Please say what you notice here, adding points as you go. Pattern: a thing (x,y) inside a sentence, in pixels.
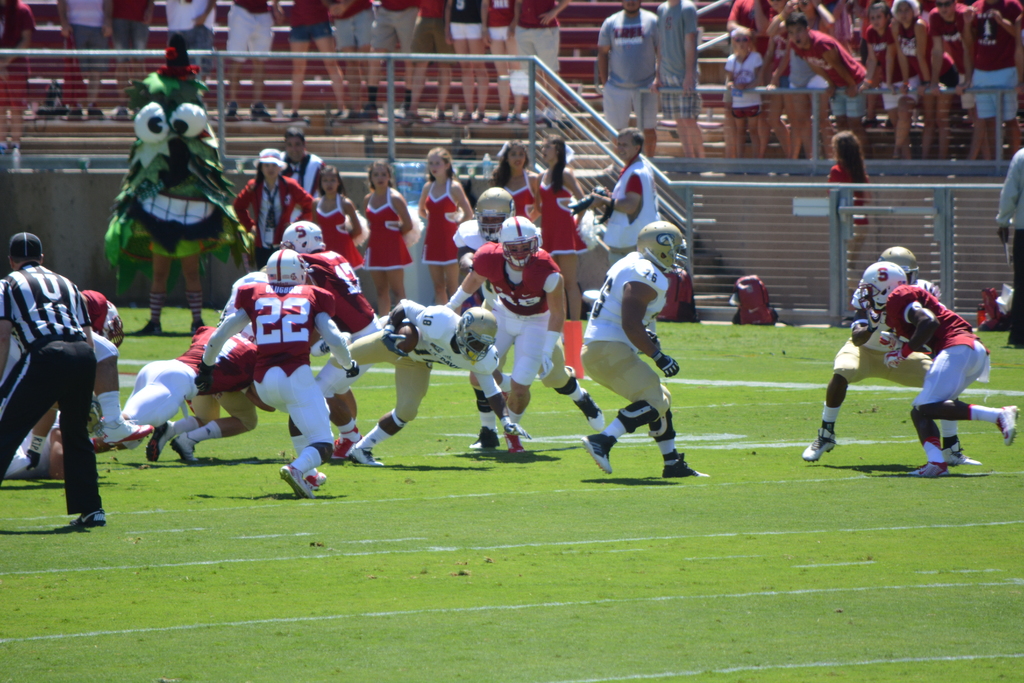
The picture is taken during a game of American football. In the center of the picture (537,449) there are players (402,354), grass (675,327) and referee (11,385). In the background (182,199) there are cheer leaders (572,194), mascot (179,195), people (602,196), railing (950,198), audience (243,22), staircase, bags (739,316) and other objects (585,76).
